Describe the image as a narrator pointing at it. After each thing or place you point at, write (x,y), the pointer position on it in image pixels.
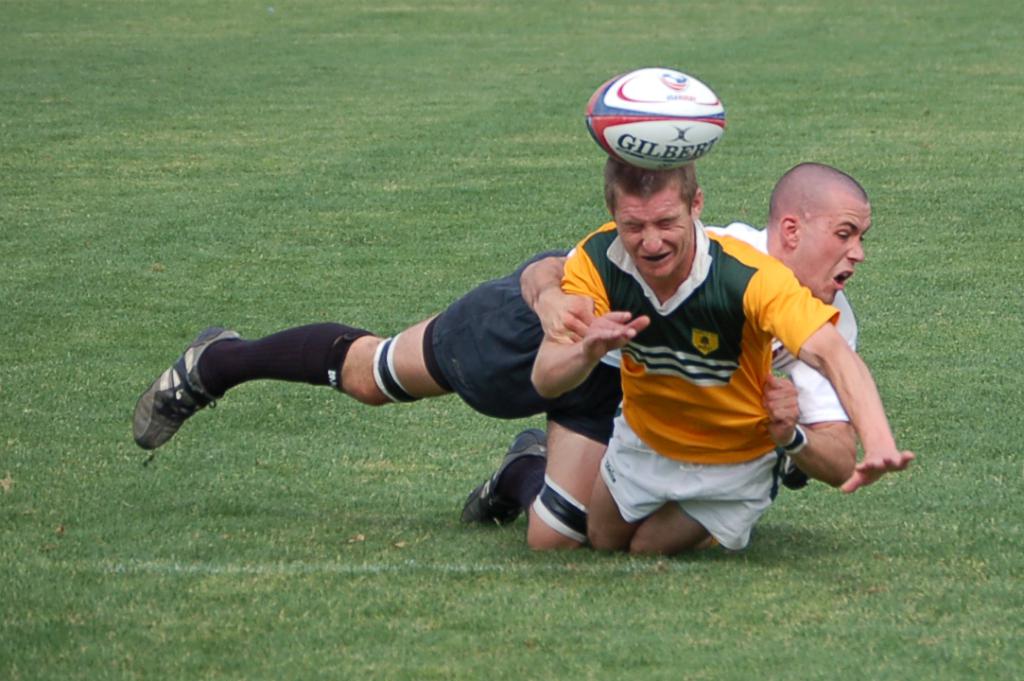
This image is clicked in ground (407,280). There are two persons (527,362) in this image who are playing the game. There is a ball (620,88) on the top (656,92). There is grass (349,561) in the ground (414,454). Both of them are wearing shoes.
